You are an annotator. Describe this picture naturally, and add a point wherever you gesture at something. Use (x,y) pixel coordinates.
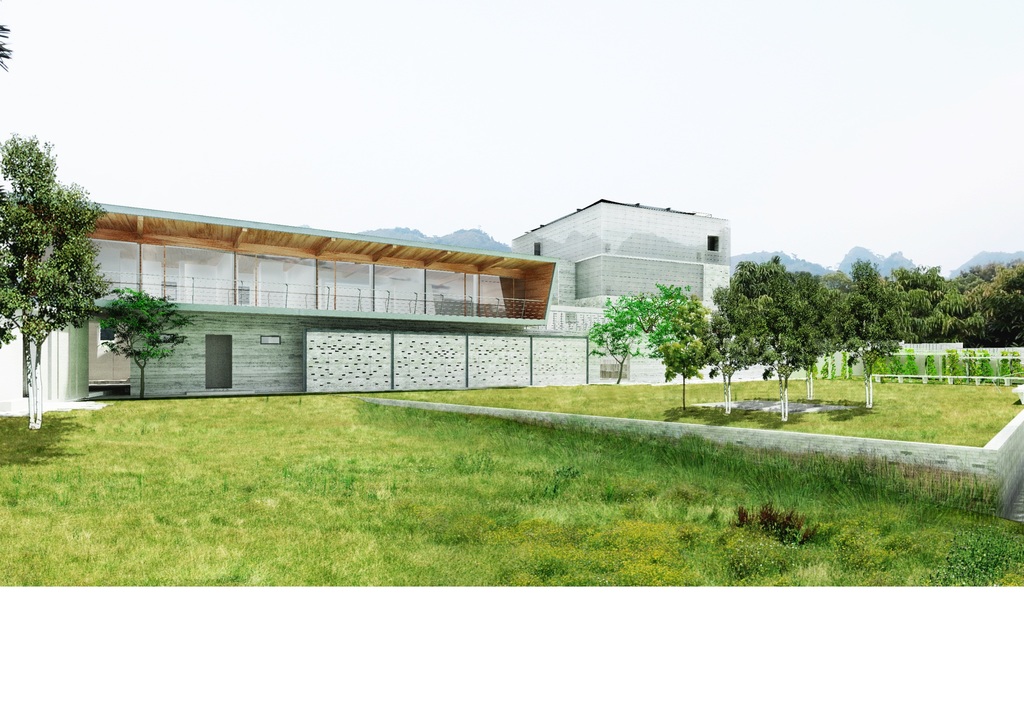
In this image, we can see a building (594,253) which is colored white. There are trees (128,340) on the left (128,314) and on the right side of the image (987,325). There is a grass (629,498) on the ground (354,517) which at the bottom of the image (475,549). There is a sky (507,114) at the top of the image (488,48).
